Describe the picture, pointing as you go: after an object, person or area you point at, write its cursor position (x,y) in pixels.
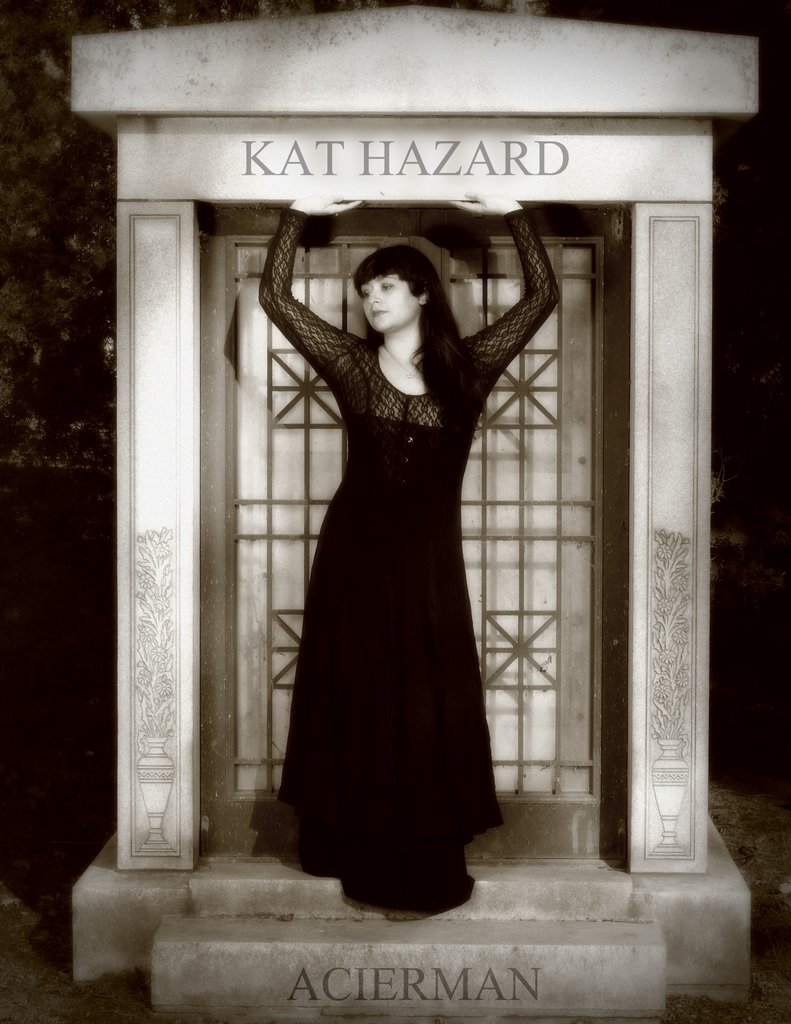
In the picture I can see a woman (396,584) is standing. I can also see something written on the image. This picture is black and white in color.
